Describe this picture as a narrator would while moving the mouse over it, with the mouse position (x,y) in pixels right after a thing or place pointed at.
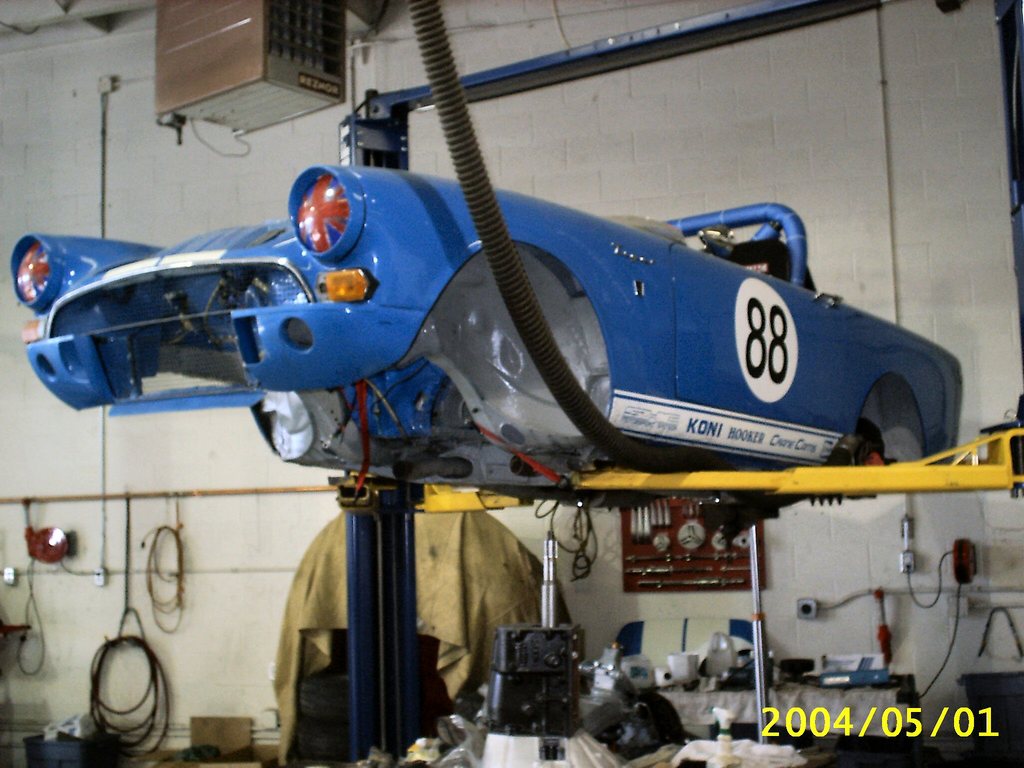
This image consists of a car body (445,323) in blue color. It looks like a mechanic shed (267,595). In which there are many tools (108,710). In the background (243,428), we can see a wall (167,186).
